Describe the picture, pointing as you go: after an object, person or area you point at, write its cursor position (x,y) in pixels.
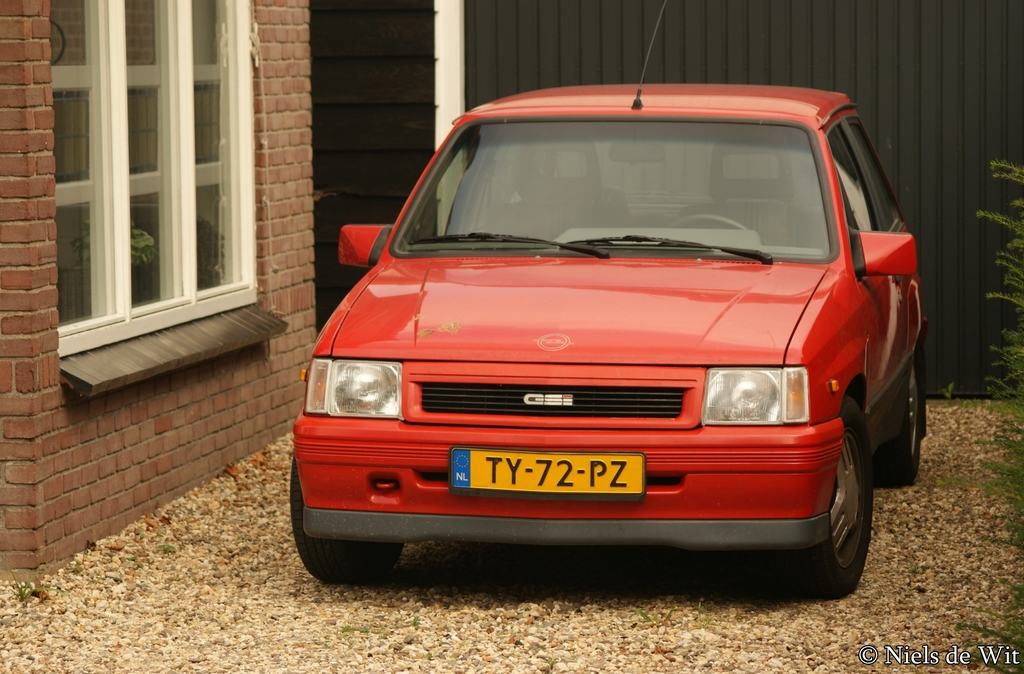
In this picture there is a car (650,383) in the center of the image (589,397), which is red in color and there is a window (152,151) on the left side of the image (169,171).
